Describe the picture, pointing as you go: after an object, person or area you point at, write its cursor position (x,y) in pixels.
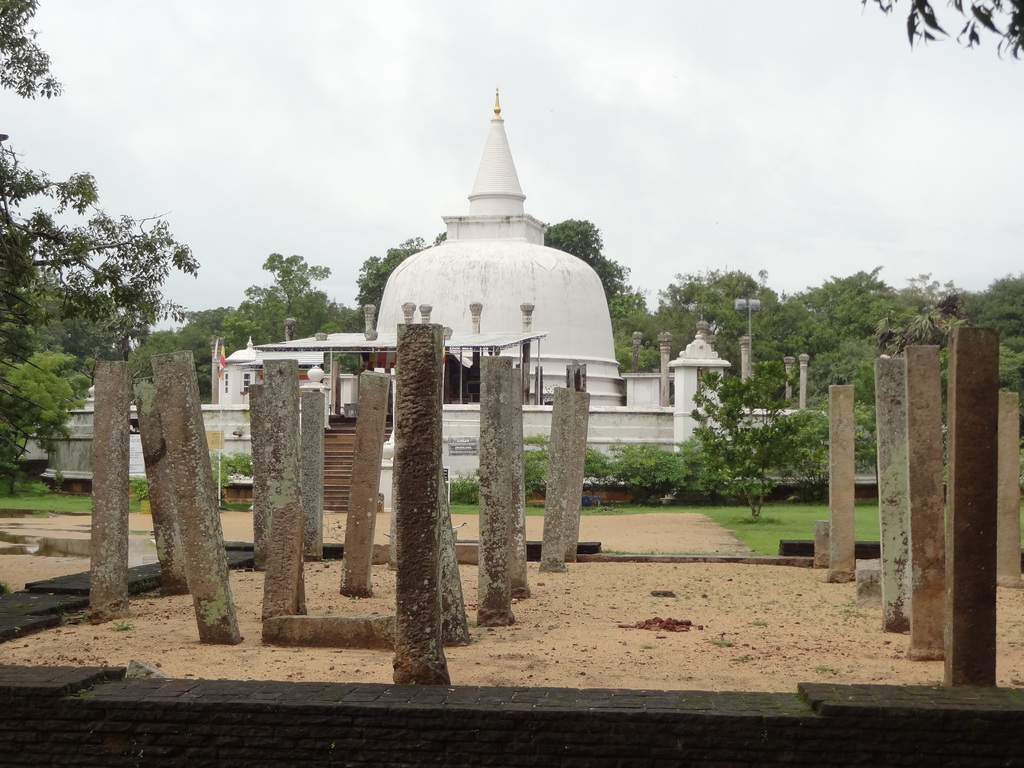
At the center of the image (467,419) there is a building (612,360), in front of the building (332,494) there are a few pillars (942,535) on the rock structure (6,752). In the background (141,294) there are trees (843,326) and the sky (711,104).
